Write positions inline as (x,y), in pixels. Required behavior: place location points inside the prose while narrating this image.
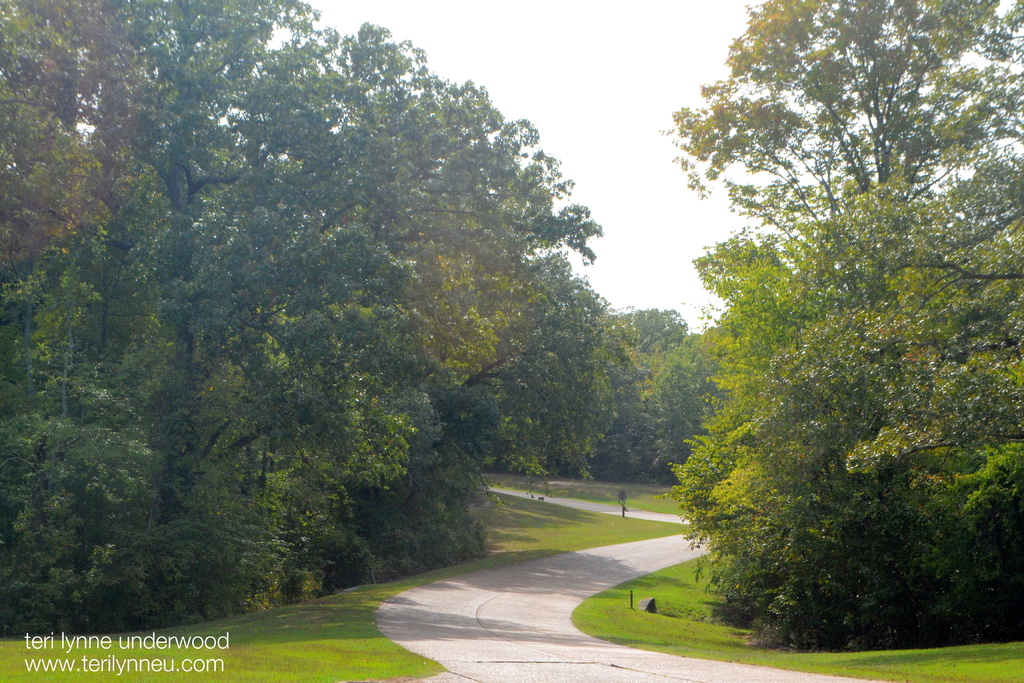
In this picture we can see a path (518,608), beside this path (538,597) we can see metal poles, grass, trees (266,535) and we can see sky (731,168) in the background (603,103), in the bottom left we can see some text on it.
